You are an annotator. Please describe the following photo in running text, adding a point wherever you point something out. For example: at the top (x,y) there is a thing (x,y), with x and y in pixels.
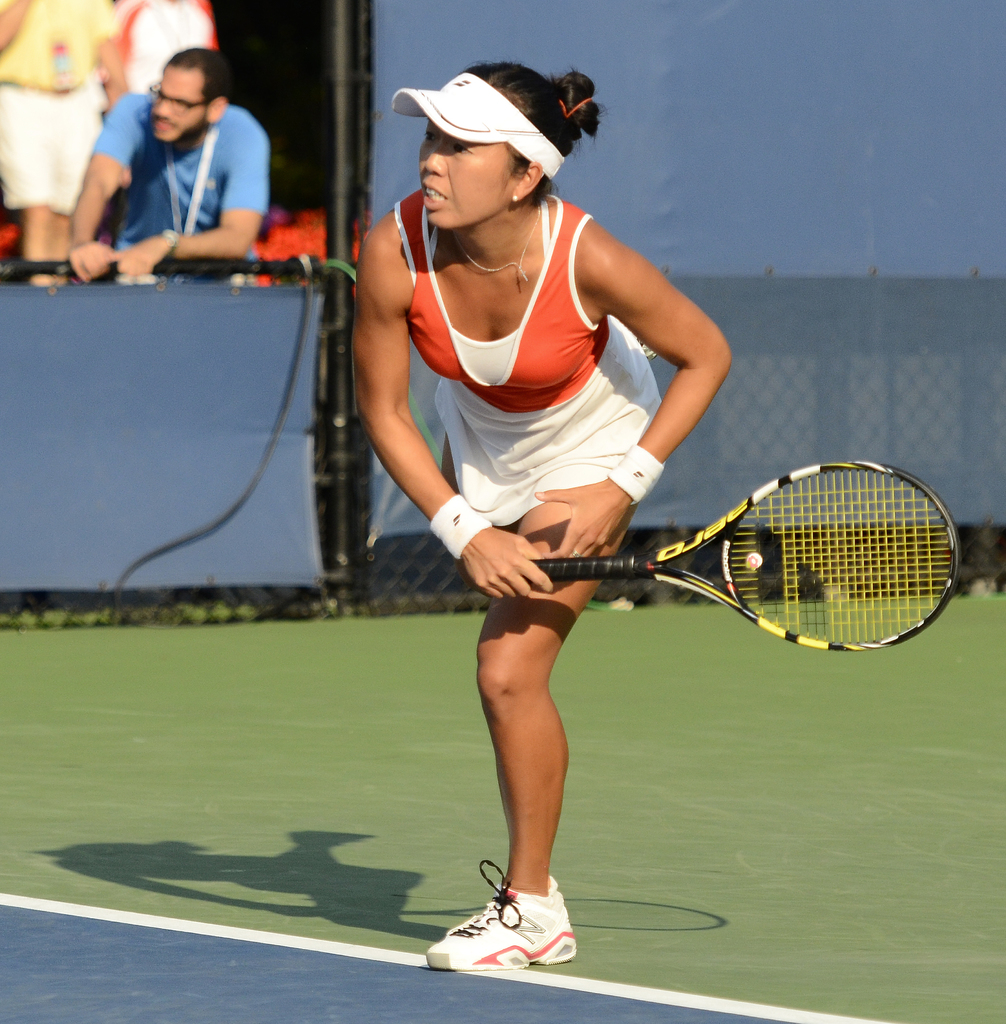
In the image there is a lady (591,532) standing and holding a racket (691,574) in her hand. There is a shadow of the lady (507,379) on the floor (3,657). Behind her there is a fencing (99,432) with cloth (102,385). Behind the fencing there is a man (230,206) with spectacles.
